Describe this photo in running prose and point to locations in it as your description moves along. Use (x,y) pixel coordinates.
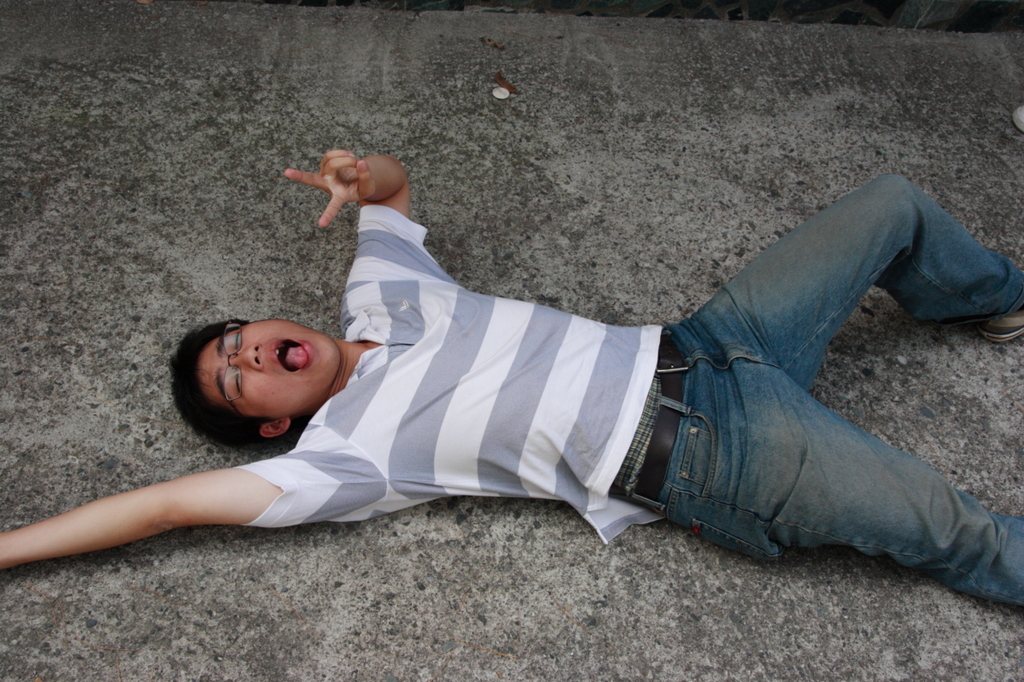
In this picture we can see a person (134,498) lying on the ground (545,176). We can see a coin (497,93) on the ground (527,127).
